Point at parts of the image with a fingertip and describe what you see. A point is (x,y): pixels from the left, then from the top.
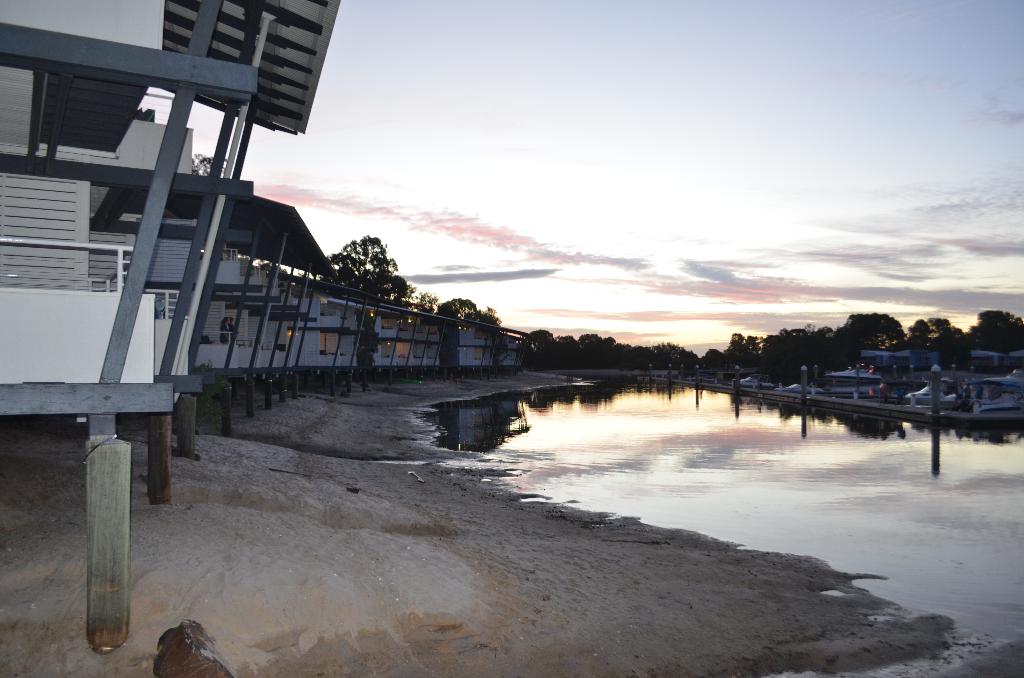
On the left side of the image (246,347) there are some wooden houses (482,354), in front of the wooden houses (405,364) there is a lake (740,457), on the other side of the lake (715,426) there are boats (981,399) and there are lamps (671,370) on the wooden platform (773,398), in the background of the image (834,349) there are trees (818,361), at the top of the image (815,175) there are clouds (737,294) in the sky (910,279).
